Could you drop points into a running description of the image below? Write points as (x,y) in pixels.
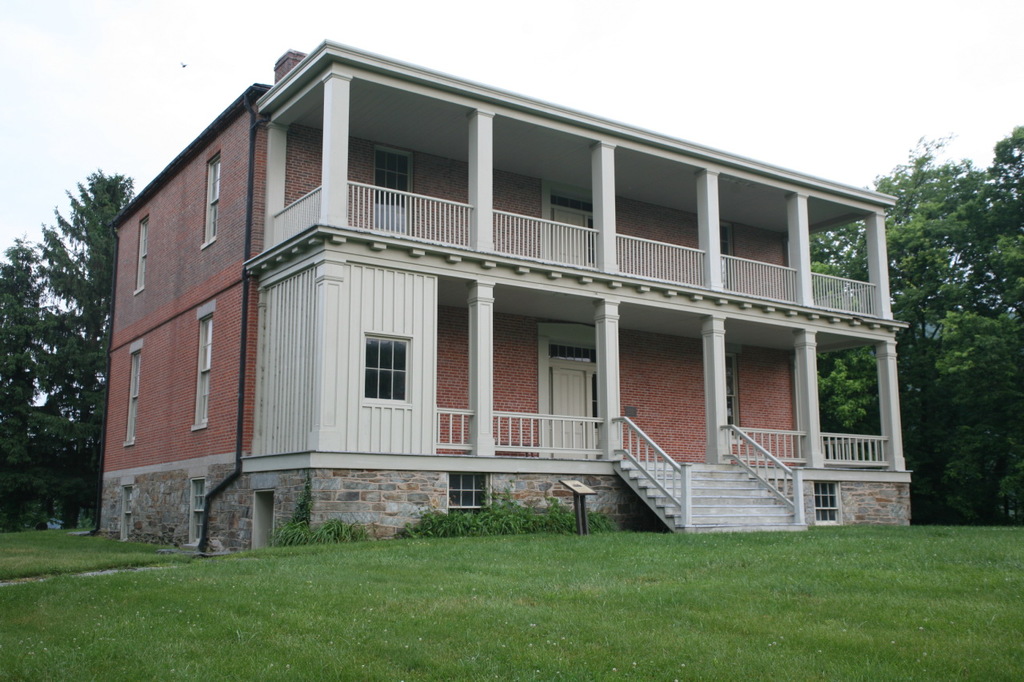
In the center of the image (583,422) there is a house (444,400). At the bottom (396,562) there is a grass (490,613). In the background (87,476) we can see trees (951,197), sky (654,86) and clouds (549,76).
